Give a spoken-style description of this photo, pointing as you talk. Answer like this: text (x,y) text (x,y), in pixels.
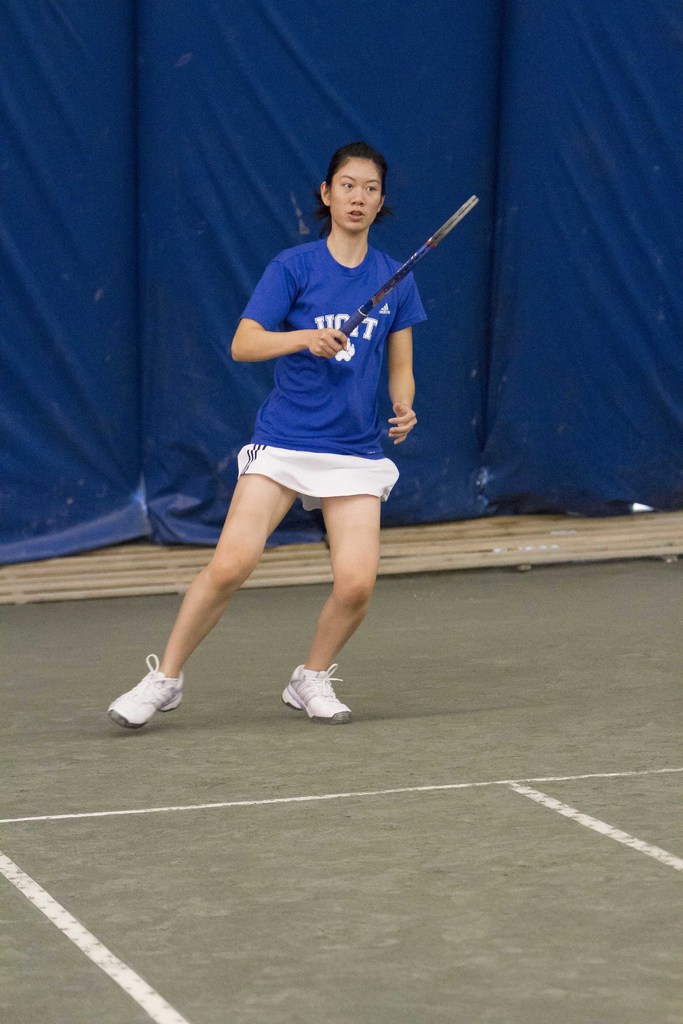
a person (330,509) is standing, holding a racket (368,308) in her hand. she is wearing a blue t shirt (354,369). behind her there are blue curtains (167,278).
